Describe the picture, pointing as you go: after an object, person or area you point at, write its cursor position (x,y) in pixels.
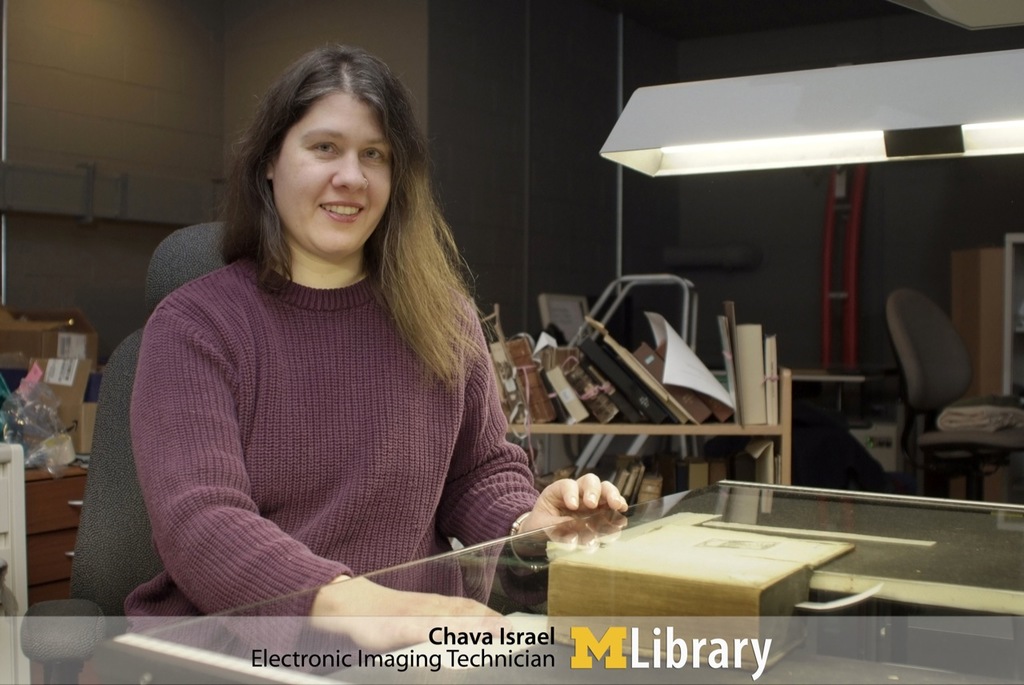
In this picture there is a woman (221,497) sitting on a chair (134,531) and smiling and we can see book (676,563) and object (857,592) on the glass table (801,501). In the background of the image (619,385) we can see books (619,385) in wooden racks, boxes (45,385) and objects (44,460) on the desk (38,473), wall (440,114) and few objects (848,346). In the top right side of the image (809,166) we can see light (799,125). At the bottom of the image (548,625) we can see watermark (395,650).
